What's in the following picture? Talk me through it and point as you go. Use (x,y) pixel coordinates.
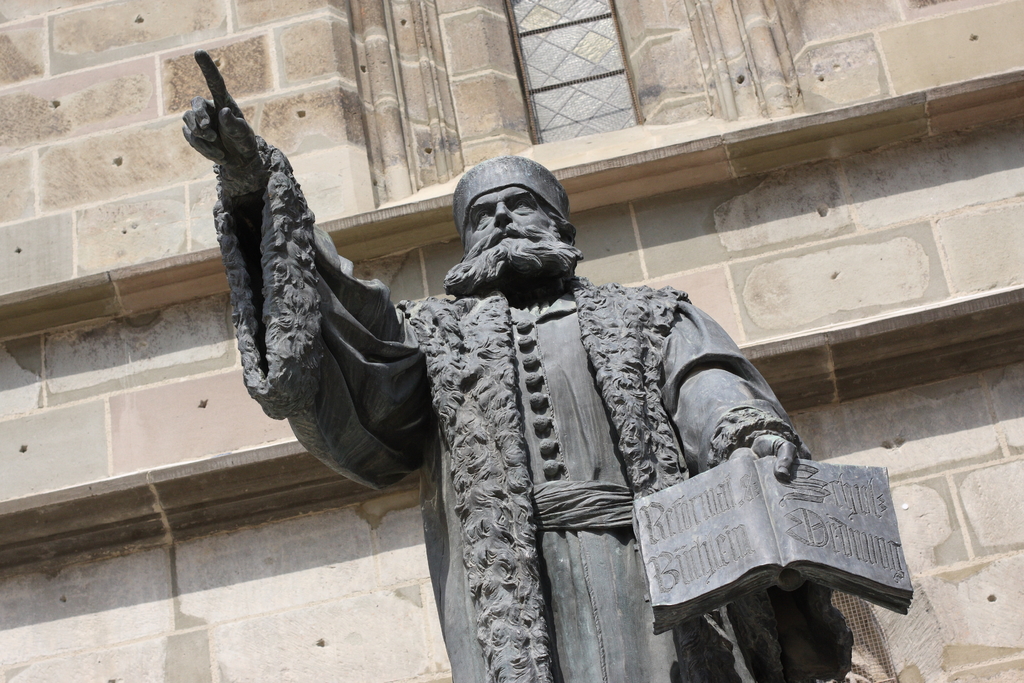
In the image in the center (517,377), we can see one statue (484,470), which is in black color. In the background (412,112) there is a building (390,118), wall (411,102) and window (549,23).
